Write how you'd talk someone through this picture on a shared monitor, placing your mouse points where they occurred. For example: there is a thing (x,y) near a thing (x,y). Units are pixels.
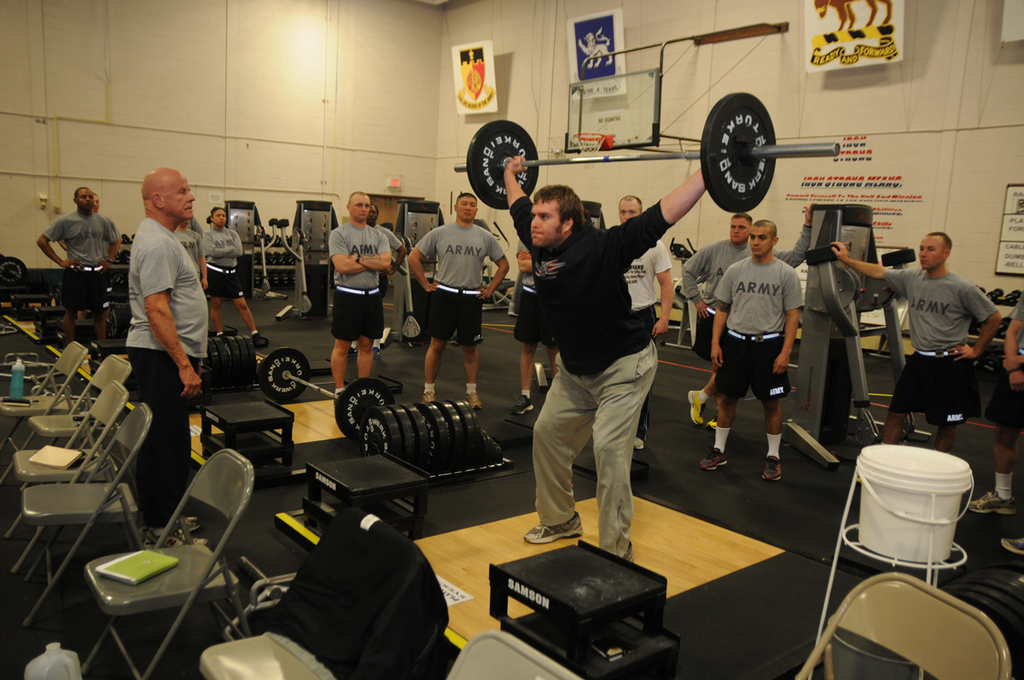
In this picture we can see a man (574,265) in the black hoodie (570,277) is lifting a weightlifting bar (625,159). In front of the man (594,272) there are chairs (215,653) and on the right side of the man (646,360) there is a white bucket (892,526) on a stand (850,524). Behind the man (537,270) there are some gym equipments (255,258), a group of people (477,261) standing on the floor (256,309) and a wall (430,52) with the boards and some objects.
